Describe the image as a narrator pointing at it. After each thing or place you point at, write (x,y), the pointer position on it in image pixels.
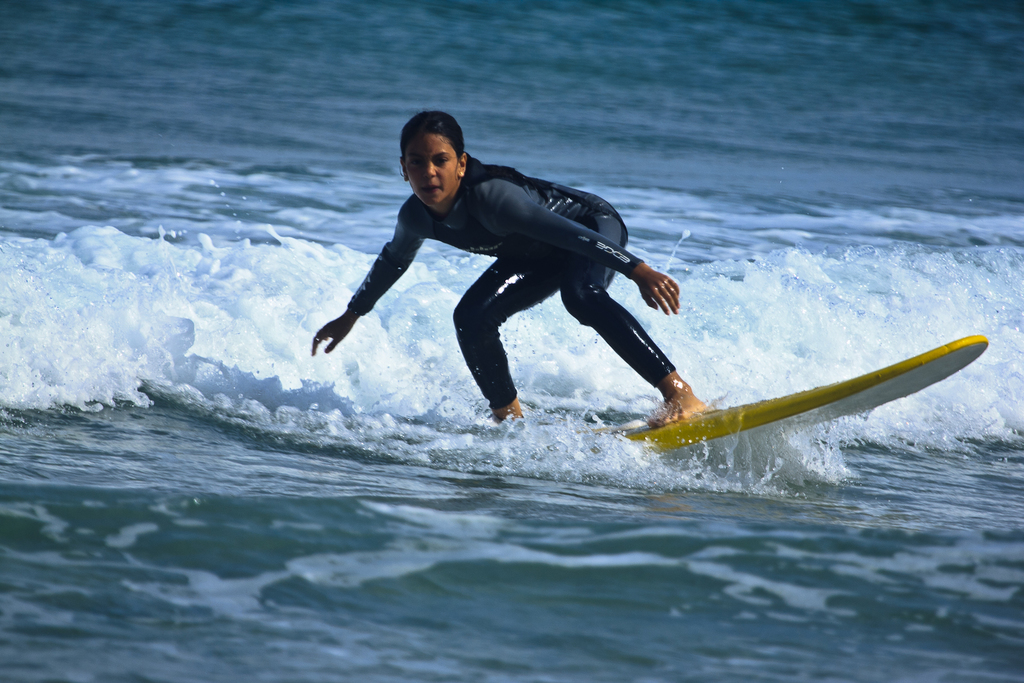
In this image we can see a person (522,274) on a surfboard (715,412). And the surfboard (758,412) is on the water (678,474).
